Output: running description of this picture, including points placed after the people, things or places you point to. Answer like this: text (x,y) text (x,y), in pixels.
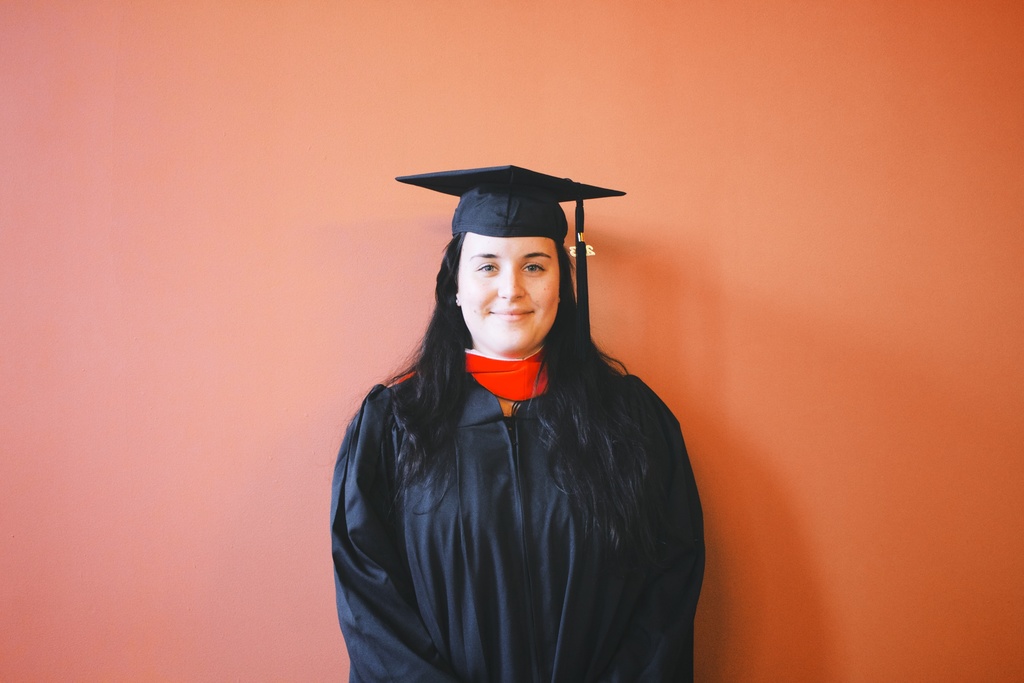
In this picture I can see a woman (553,343) in front (507,358) who is standing and I see that she is wearing black color dress (378,481) and a black hat (495,193) on her head (521,253). I can also see that she is smiling. In the background (368,332) I can see the orange and pink color wall (648,325).
